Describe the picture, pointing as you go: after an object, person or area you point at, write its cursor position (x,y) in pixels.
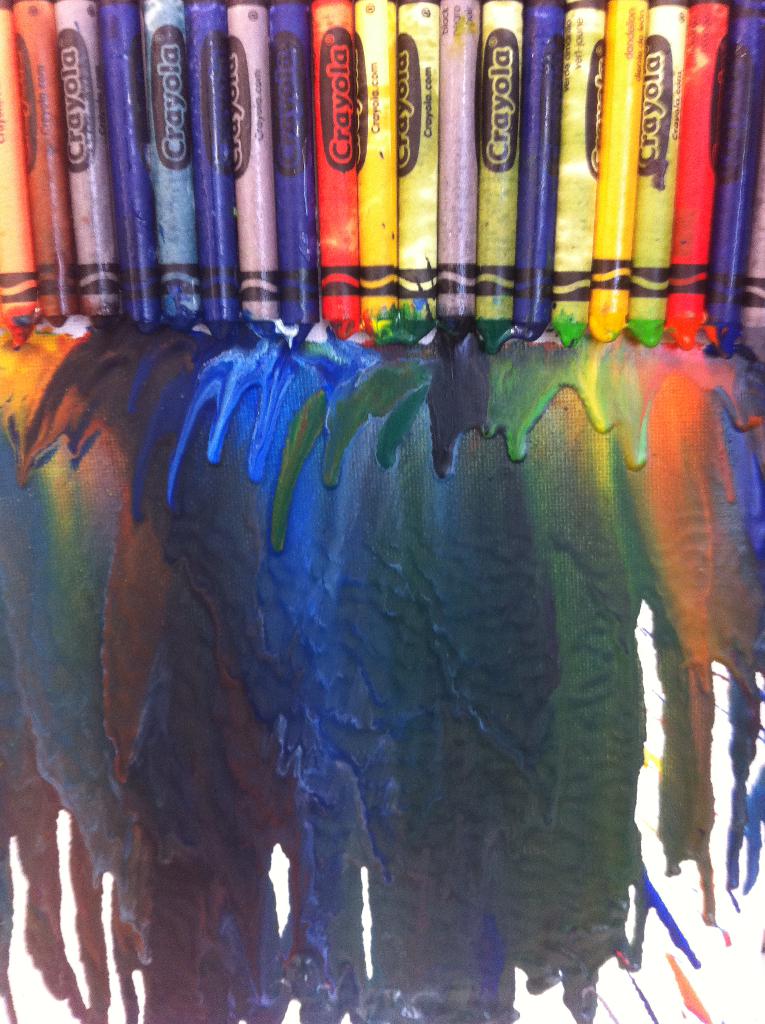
In this image we can see crayons (752,67) and different colors on the paper (725,962).
